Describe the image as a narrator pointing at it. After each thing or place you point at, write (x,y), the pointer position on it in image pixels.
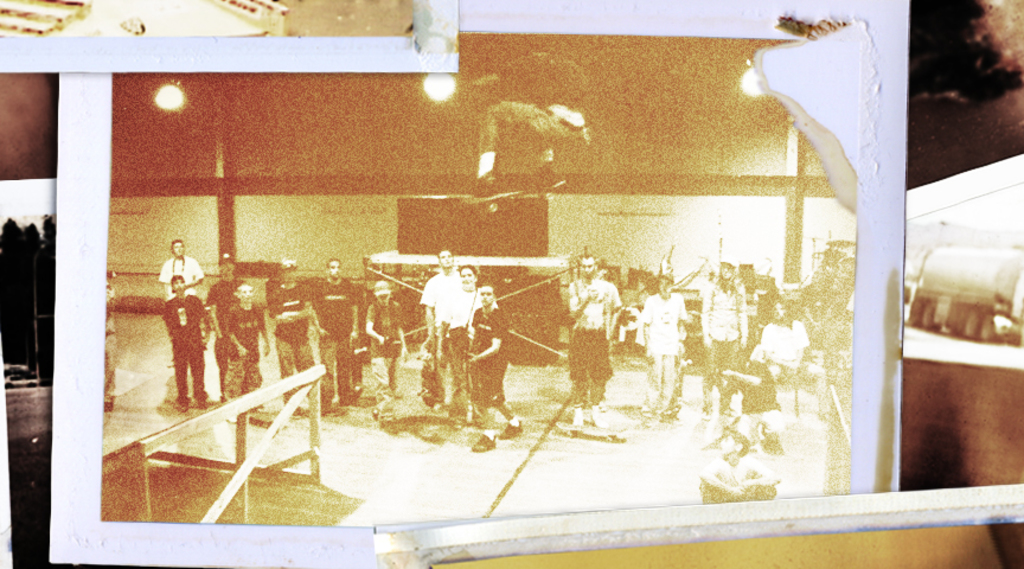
I can see a photograph in which I can see a group of people (444,321). At the top (437,80) I can see the lights (745,84). In the background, I can see a board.
